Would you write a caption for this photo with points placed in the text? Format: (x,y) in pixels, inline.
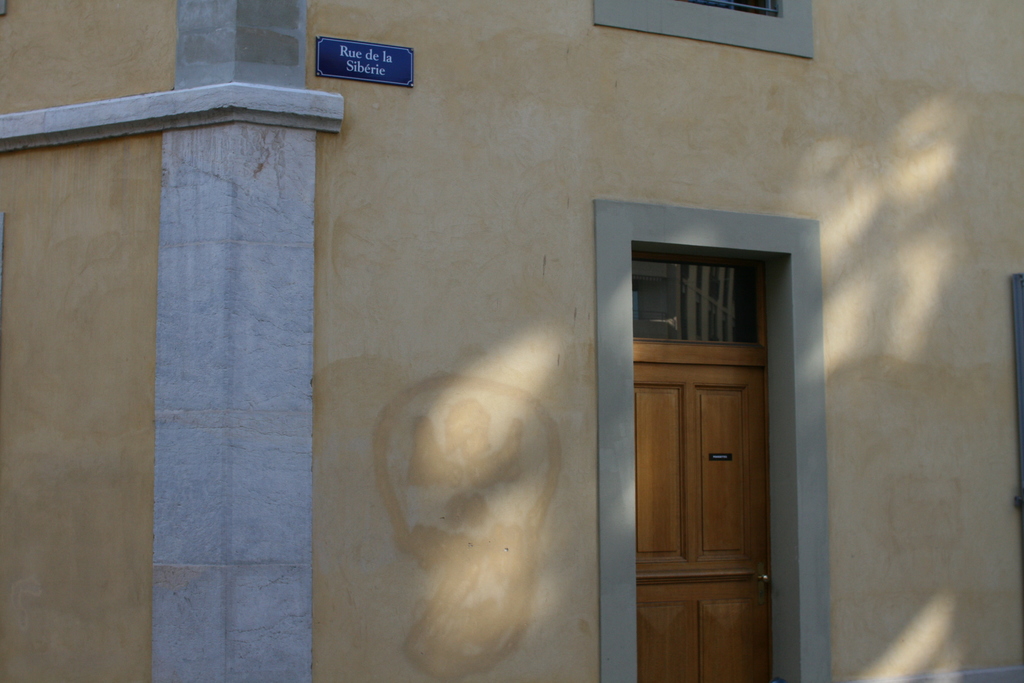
In this image in the center (662,238) there is one building (393,476) and there is one door (664,407), on the top of the image (365,50) there is one board (355,60) on the wall (330,146).
